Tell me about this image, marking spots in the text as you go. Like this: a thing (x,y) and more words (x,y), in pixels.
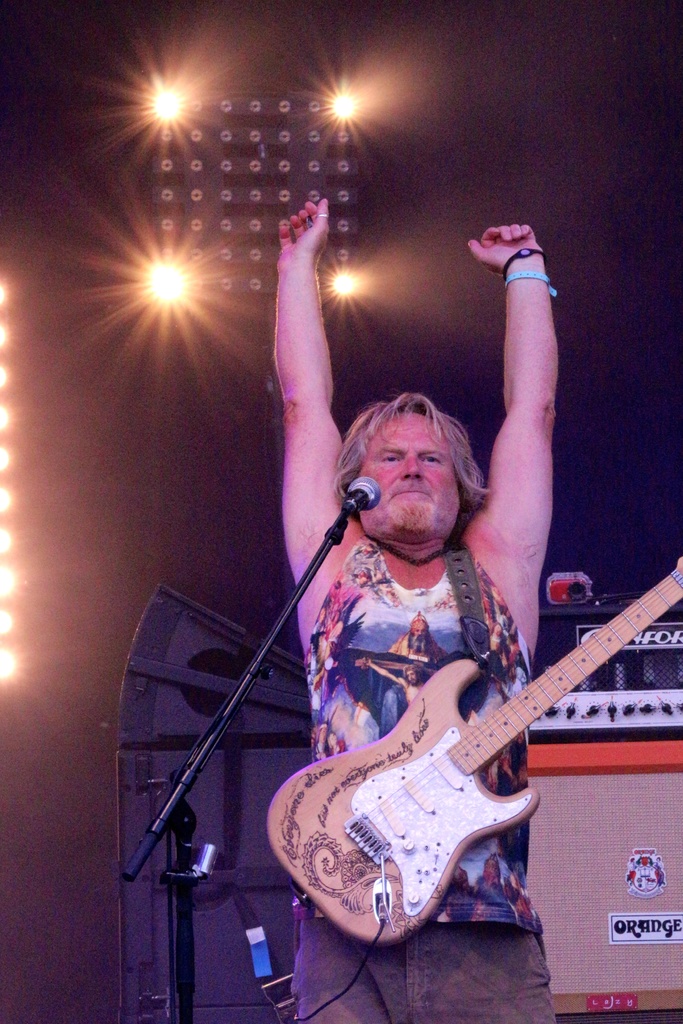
This is the picture of man (399,660) having a guitar (412,777) in front of the man (417,583) there is a microphone (340,518) with stand (174,810). Behind the man (406,619) there are some music systems (607,773) and a pole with lights (200,198).
